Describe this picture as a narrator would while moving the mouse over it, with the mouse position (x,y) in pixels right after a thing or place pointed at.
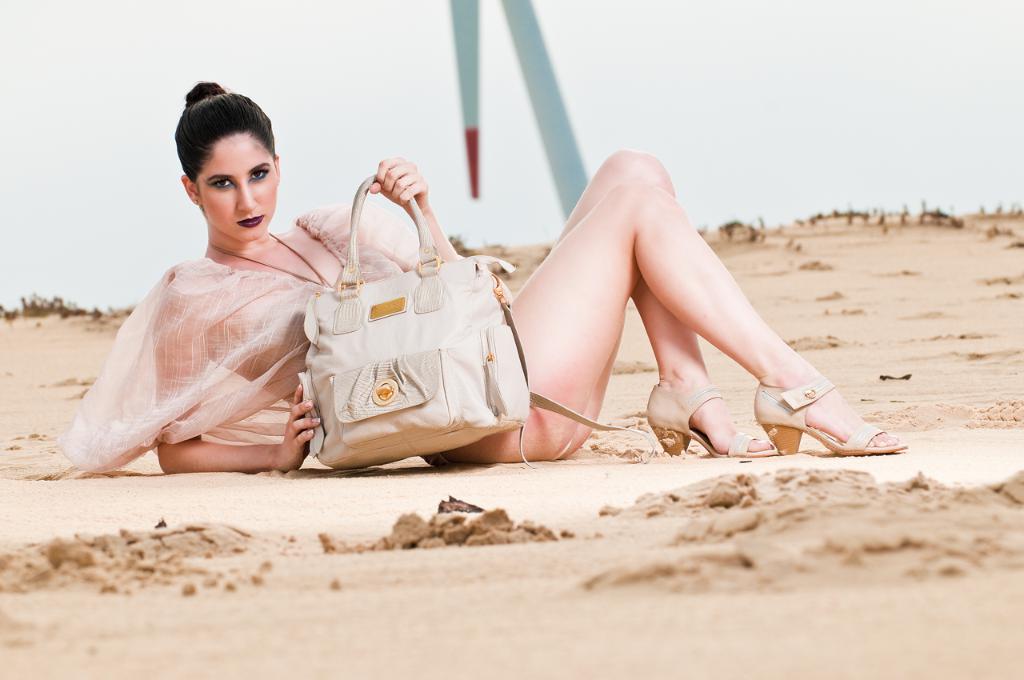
This picture is of outside. In the foreground (370,489) we can see the ground (181,543) and there is a woman (292,258) sitting on the ground (471,500) holding a bag (380,381). In the background (732,38) we can see the sky (877,79).
